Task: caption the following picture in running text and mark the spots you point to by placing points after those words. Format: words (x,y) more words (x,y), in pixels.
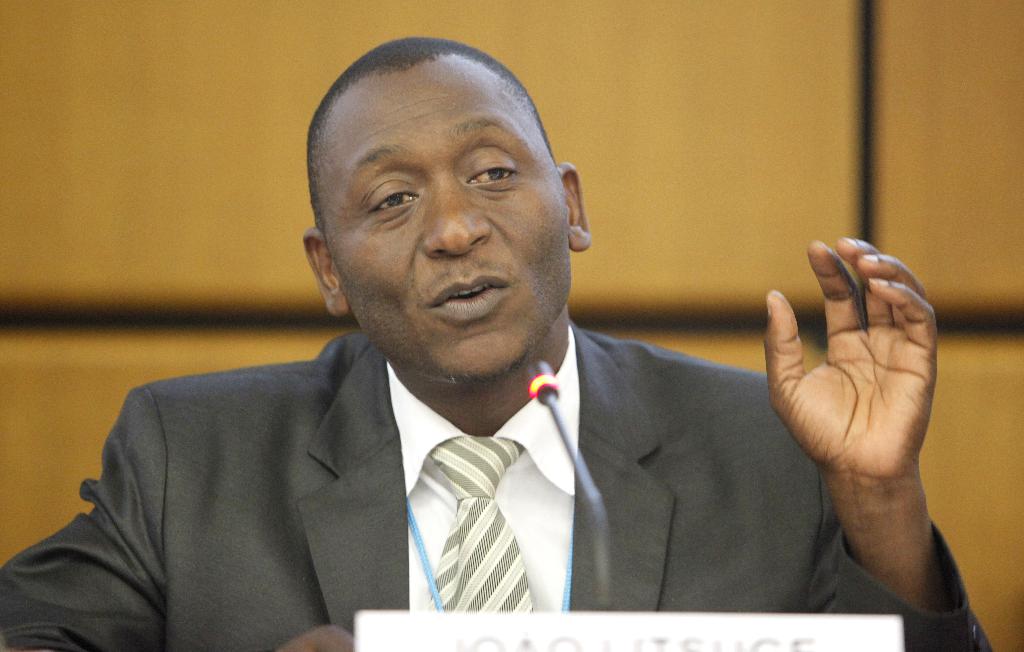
In the picture there is a man (370,333), he is sitting in front of a table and speaking something, there is a mic (560,425) in front of the man (424,475). The background (677,159) is blurry.
